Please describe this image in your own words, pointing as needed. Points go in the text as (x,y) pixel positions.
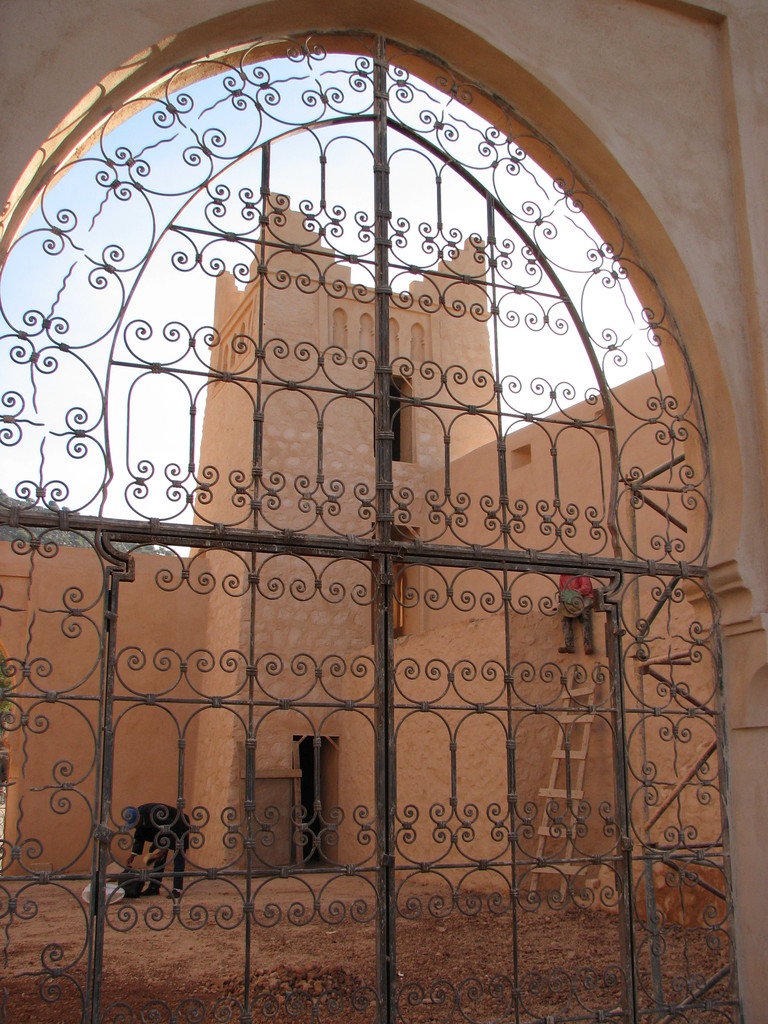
In this image, we can see a gate (187,876) and through the gate (392,734), we can see a person (183,859) and there is a building (457,502).
